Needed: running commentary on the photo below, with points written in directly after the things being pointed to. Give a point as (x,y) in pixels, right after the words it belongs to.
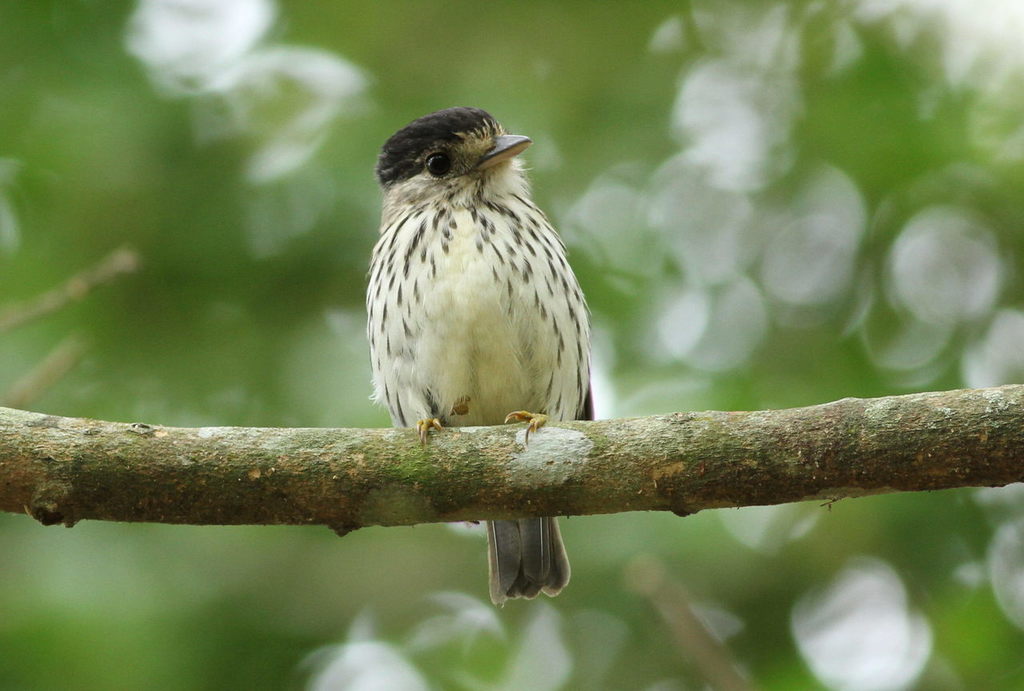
Here I can see a bird (432,295) on a stem (487,461). It is looking at the right side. The background (197,367) is blurred.
